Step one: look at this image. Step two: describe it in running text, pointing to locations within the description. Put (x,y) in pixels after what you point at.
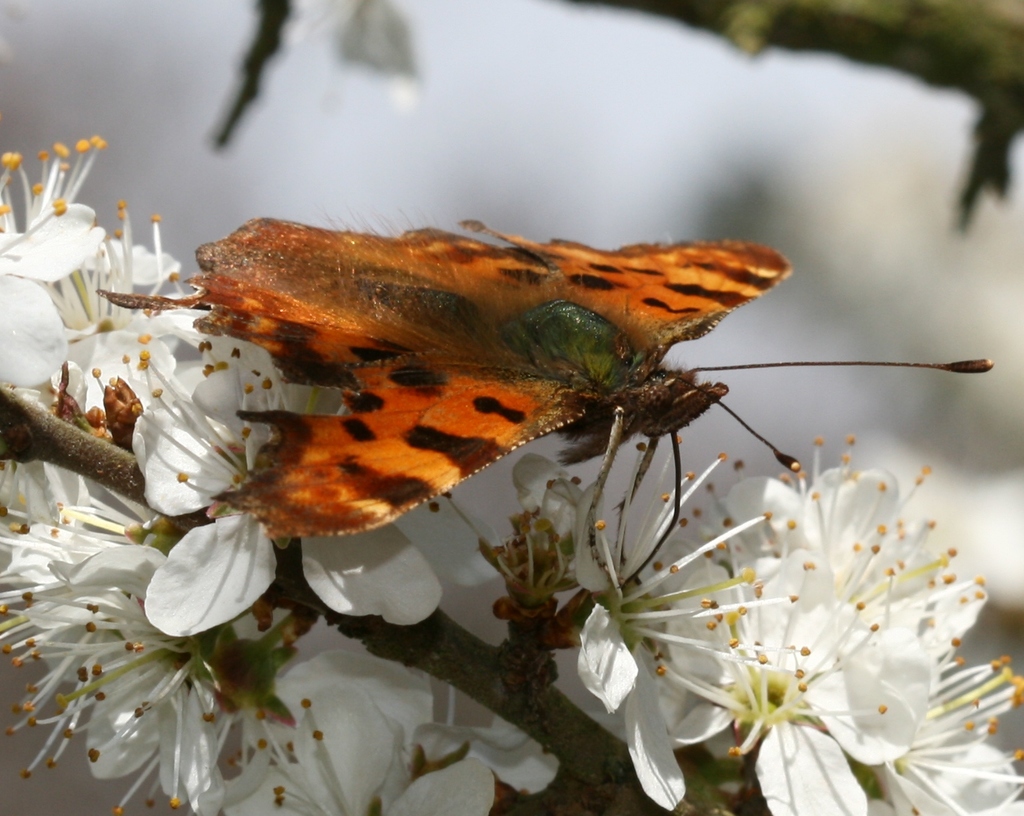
In this picture we can see butterfly (411,341), flowers (118,560) and branch (511,705). In the background of the image (804,195) it is blurry.
